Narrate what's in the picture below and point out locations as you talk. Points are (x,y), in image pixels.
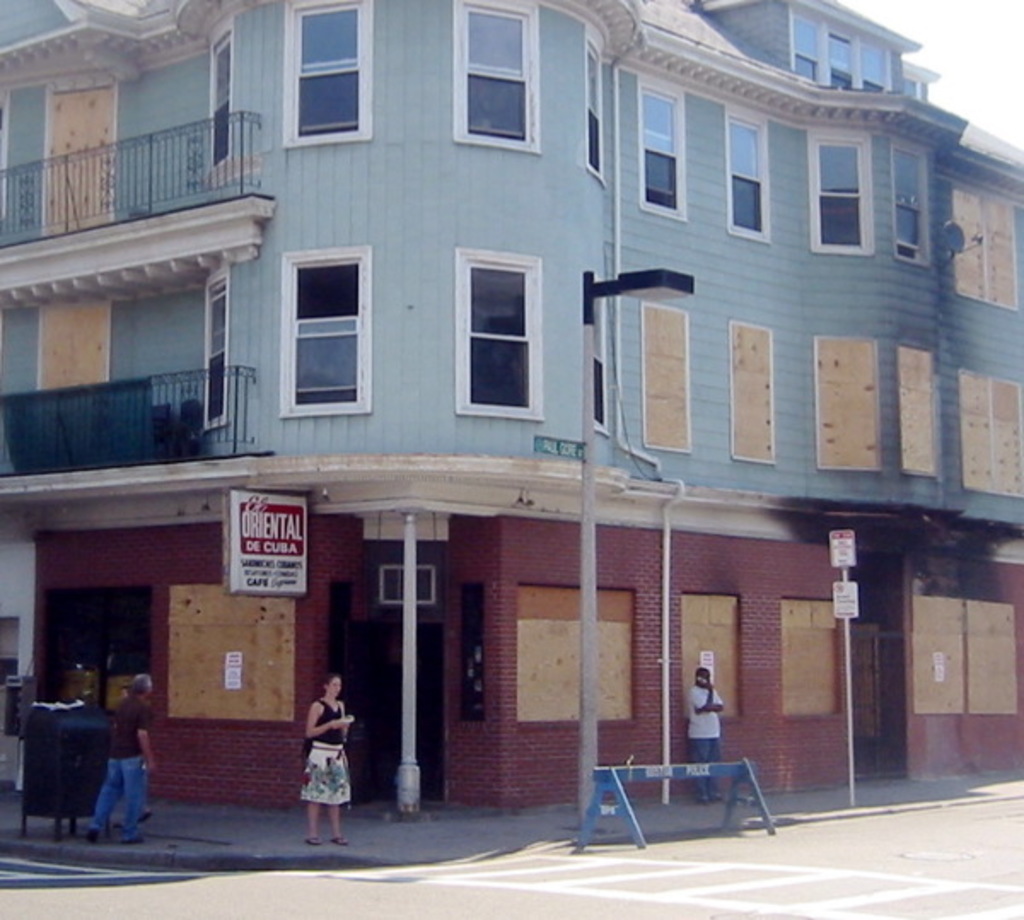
This is the picture of a building (535,672). In this image there are two persons (336,726) standing on the footpath (78,855) and there is a person (98,797) walking on the footpath (164,820). There is a pole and dustbin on the footpath (336,865). At the back (83,613) there is a building (427,680) and there is a board (233,577) on the building (322,659). At the top (962,26) there is sky (1015,38). At the bottom (836,820) there is a road (914,823).
